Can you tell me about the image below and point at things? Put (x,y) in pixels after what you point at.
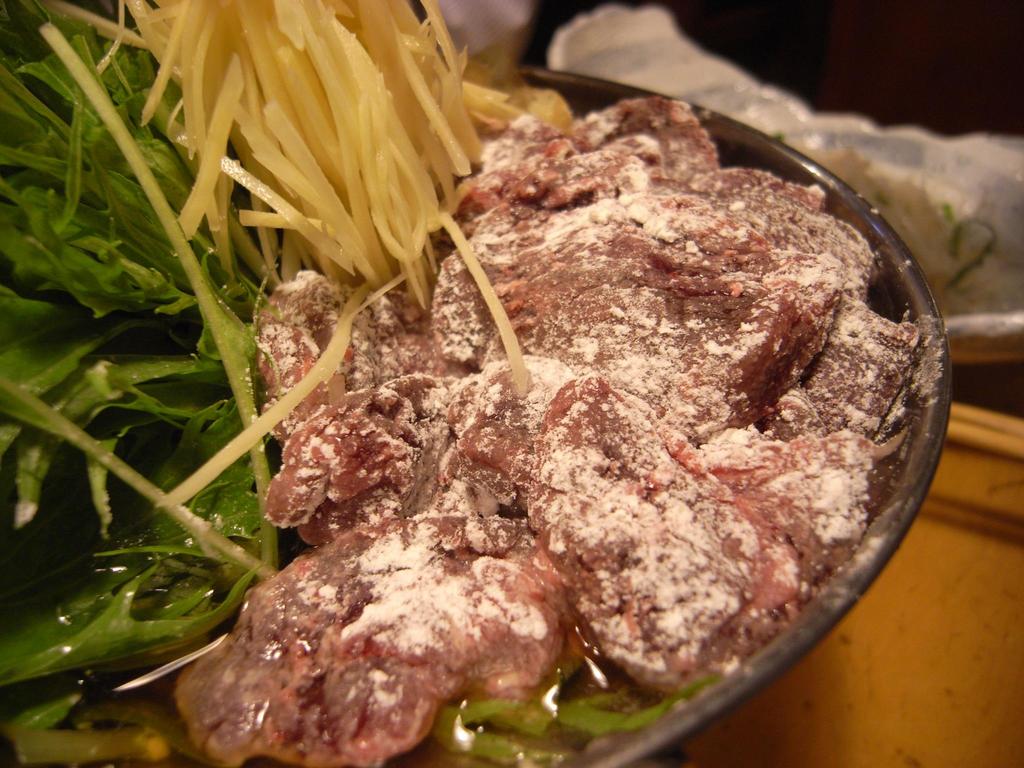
In this picture we can see food items (427,309) in a bowl (925,460) and this bowl (925,444) is placed on a table (1021,632) and beside this bowl (753,143) we can see some objects (718,93).
